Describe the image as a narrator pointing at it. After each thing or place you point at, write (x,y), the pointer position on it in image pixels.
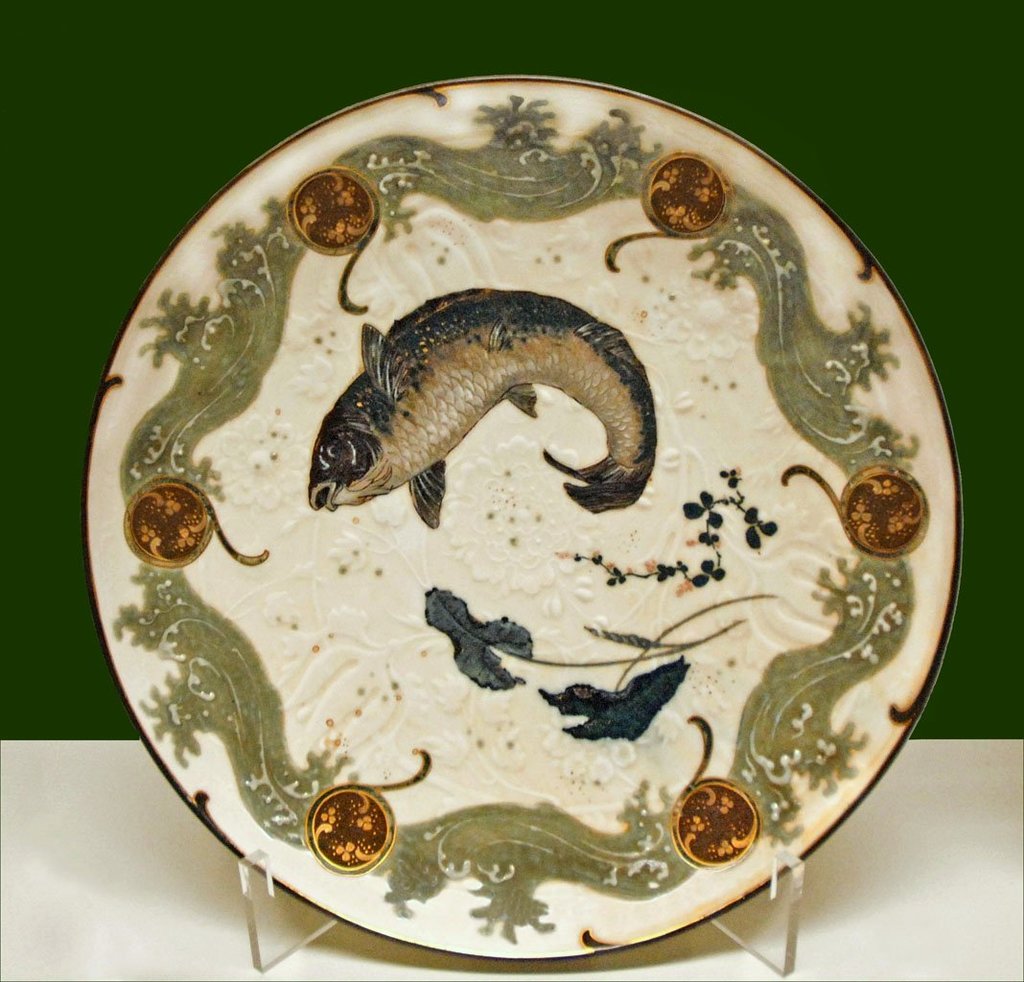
There are paintings (449,335) of a fish (464,335), leaves (455,600) and other designs (132,434) on a white color plate (805,745). And the background (843,17) is green in color.
